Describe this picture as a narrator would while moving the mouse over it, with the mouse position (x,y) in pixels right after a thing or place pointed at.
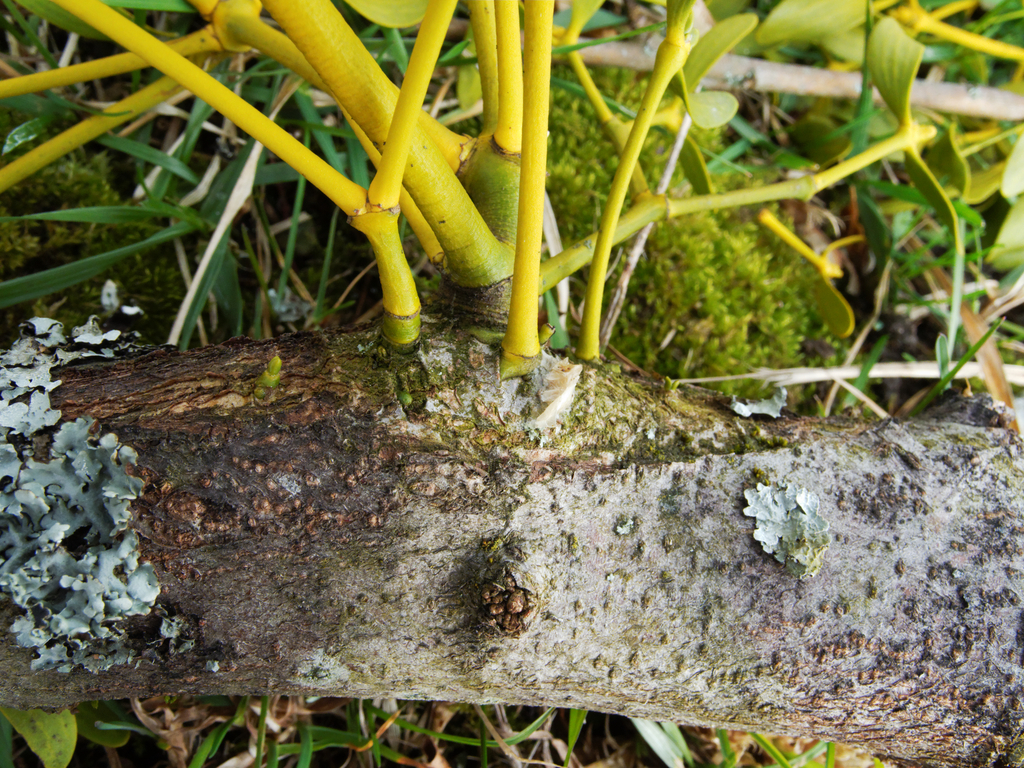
In this image we can see one tree (923,521) with branches (944,574), some plants (596,246), some bushes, some grass (49,33) on the surface (49,33).
